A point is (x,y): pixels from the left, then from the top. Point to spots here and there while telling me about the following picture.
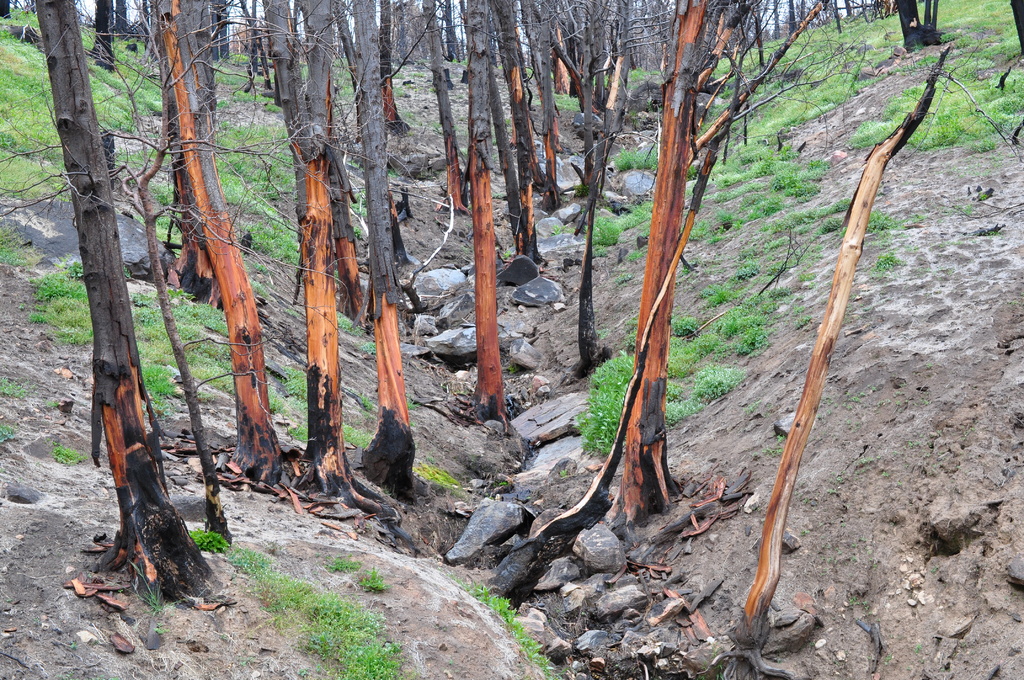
In this image we can see there are dry trees (303,197) and some grass (209,349) on the surface (692,426) of the area (845,587).
